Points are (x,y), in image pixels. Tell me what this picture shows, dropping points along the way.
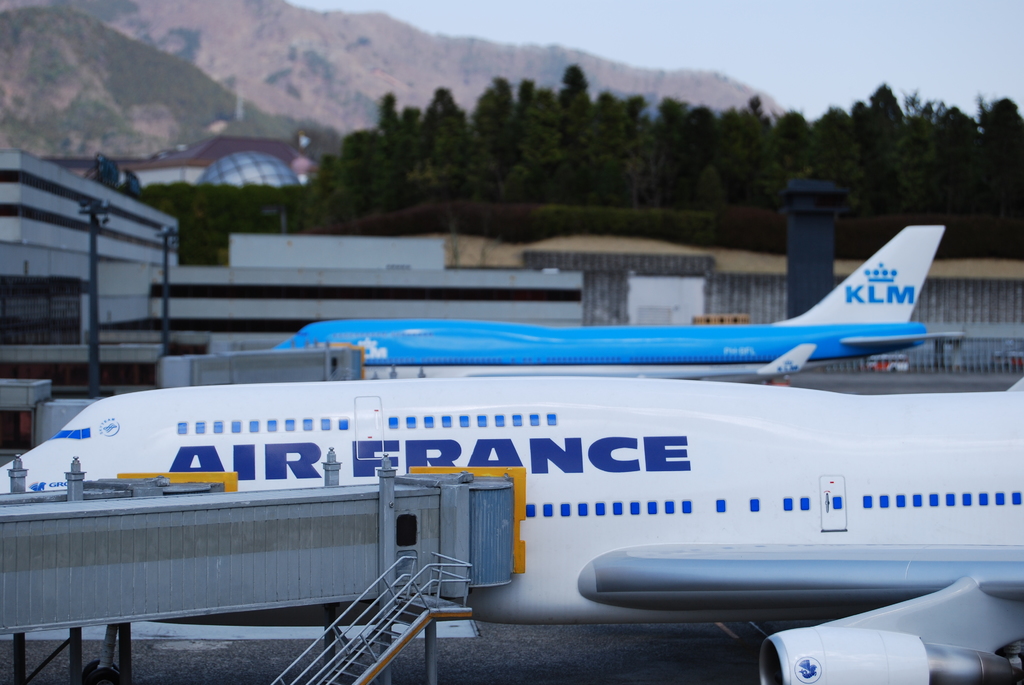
In the foreground of this image (442,620), there are stairs (381,611) and a air plane (799,463). In the background (693,348), there is another plane (624,338), buildings (144,248), trees (475,165), a vehicle (875,369) on the road (909,378), mountains (370,42) and the sky (799,44).
